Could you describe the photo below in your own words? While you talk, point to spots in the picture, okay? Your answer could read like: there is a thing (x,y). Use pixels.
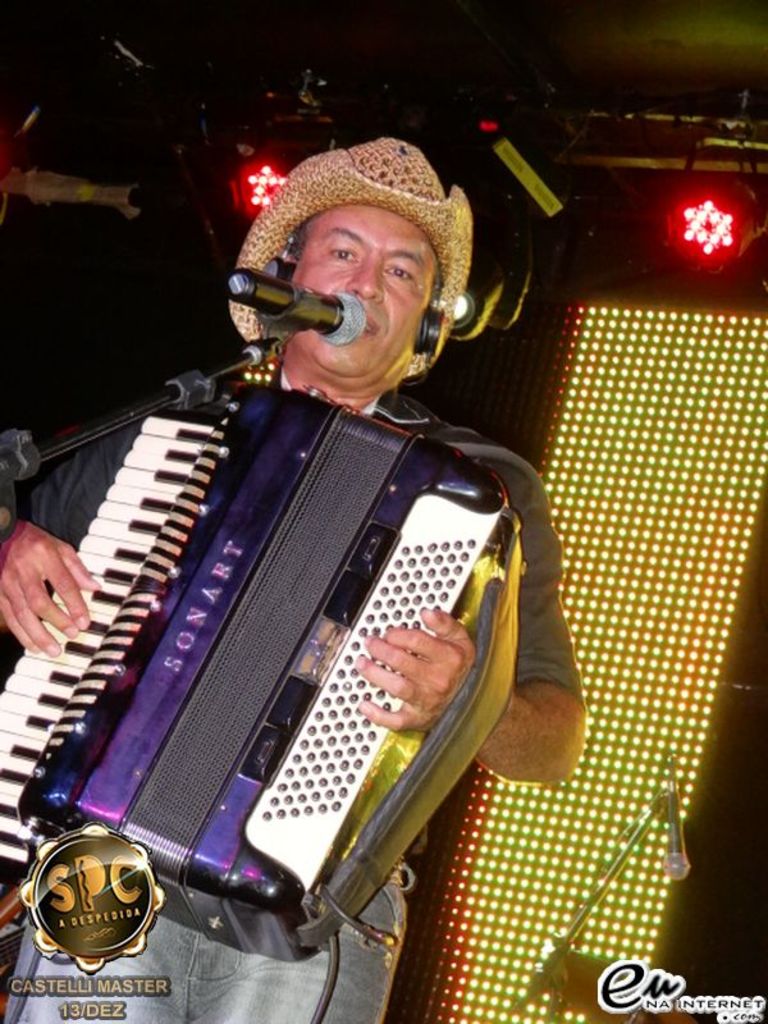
In this image we can see a person (344,226) wearing hat (297,211) and headphones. He is playing a musical instrument (264,540). In front of him there is a mic (275,310) with mic stand (270,322). In the back (612,895) there are lights (612,830). Also there is a mic (674,809) with mic stand (603,893). At the bottom (148,884) there is text (112,887) and logos (150,923).
